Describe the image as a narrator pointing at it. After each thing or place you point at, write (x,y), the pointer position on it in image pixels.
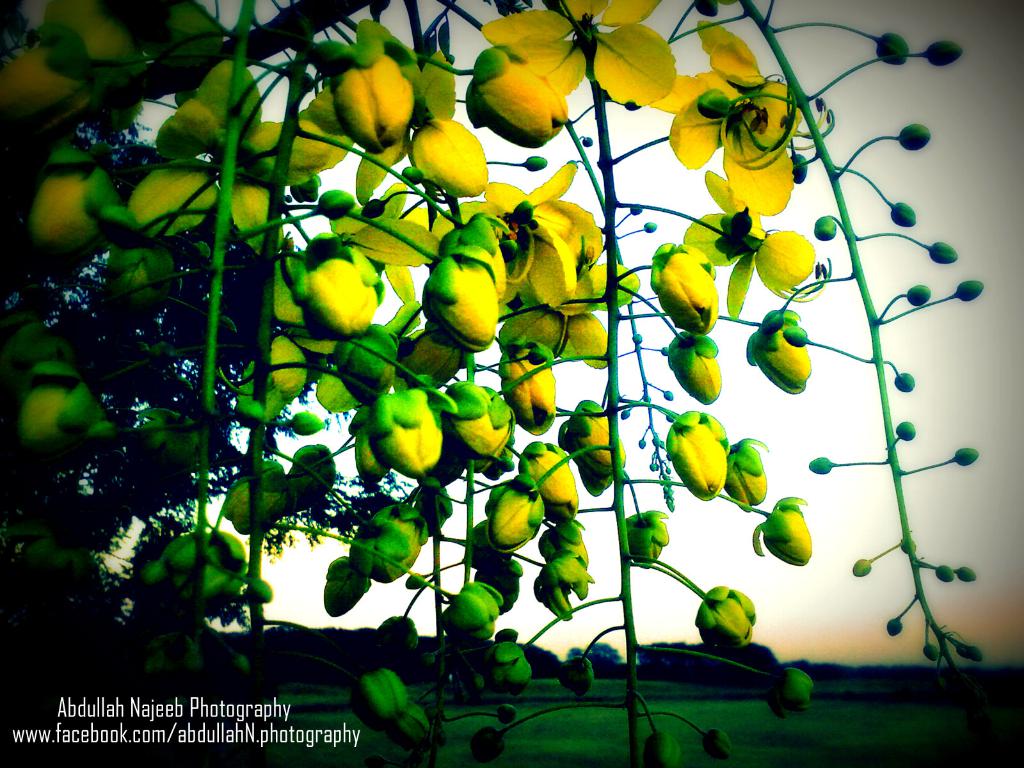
This is an edited picture. In this image there are yellow colour flowers (629,35) and buds (564,434) on the tree (209,56). At the back (130,650) there are trees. At the top (949,138) there is sky (824,253). At the bottom (639,721) there is grass (614,741). At the bottom left (303,724) there is text (271,728).
